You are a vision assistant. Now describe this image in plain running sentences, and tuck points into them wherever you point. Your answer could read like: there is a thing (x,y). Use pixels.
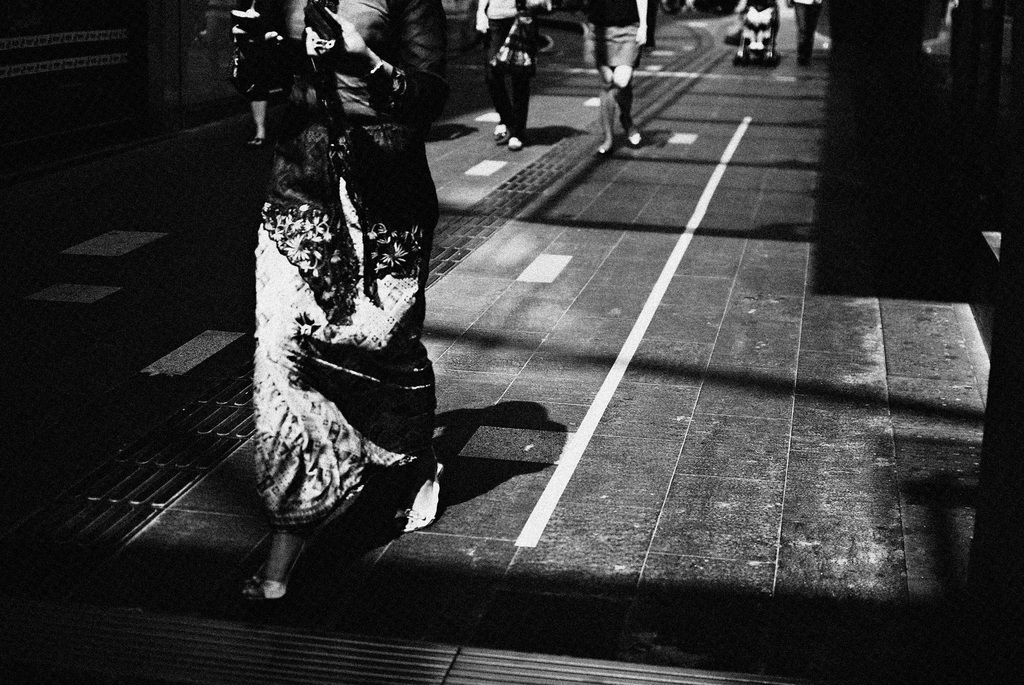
In this image we can see black and white picture of a group of persons (399,79) walking on the path (467,549). One woman (344,56) is holding some objects (329,29) in her hand (342,29). At the top of the image (761,37) we can see a trolley (763,49) placed on the ground (778,65).
